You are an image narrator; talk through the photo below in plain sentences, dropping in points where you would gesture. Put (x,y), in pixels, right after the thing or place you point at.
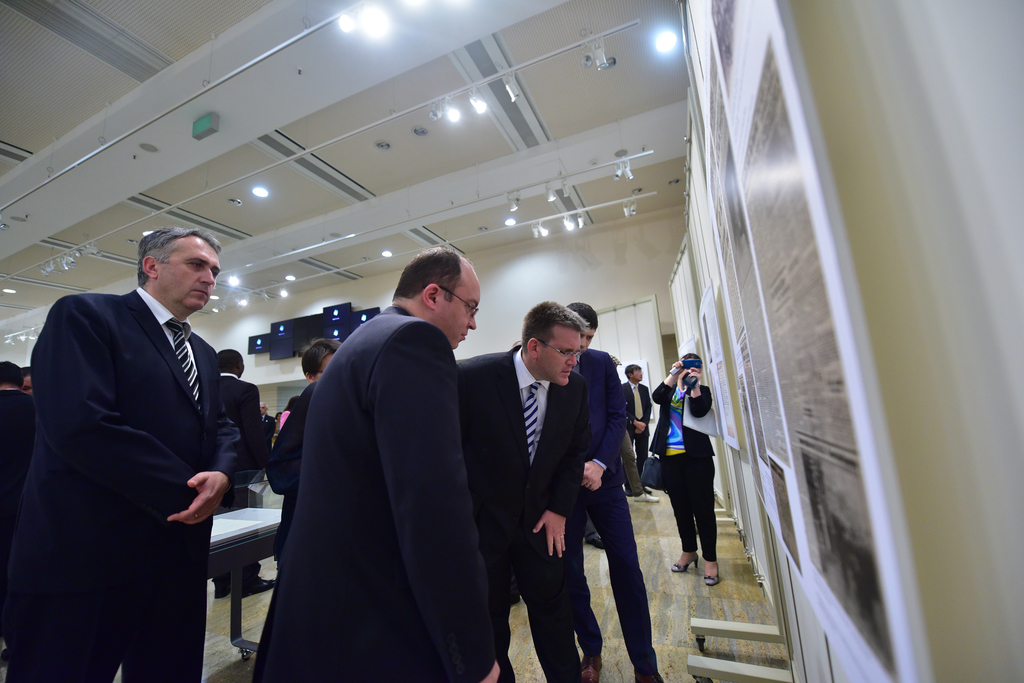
In this image I can see the group of people (305,519) with different color dresses (452,486). In-front of these people (474,498) I can see the boards (801,454) to the wall (944,334). I can see the table (230,517) in-between these people (277,479). In the background (273,346) I can see few more boards (285,349), curtains (617,321) and the lights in the top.
